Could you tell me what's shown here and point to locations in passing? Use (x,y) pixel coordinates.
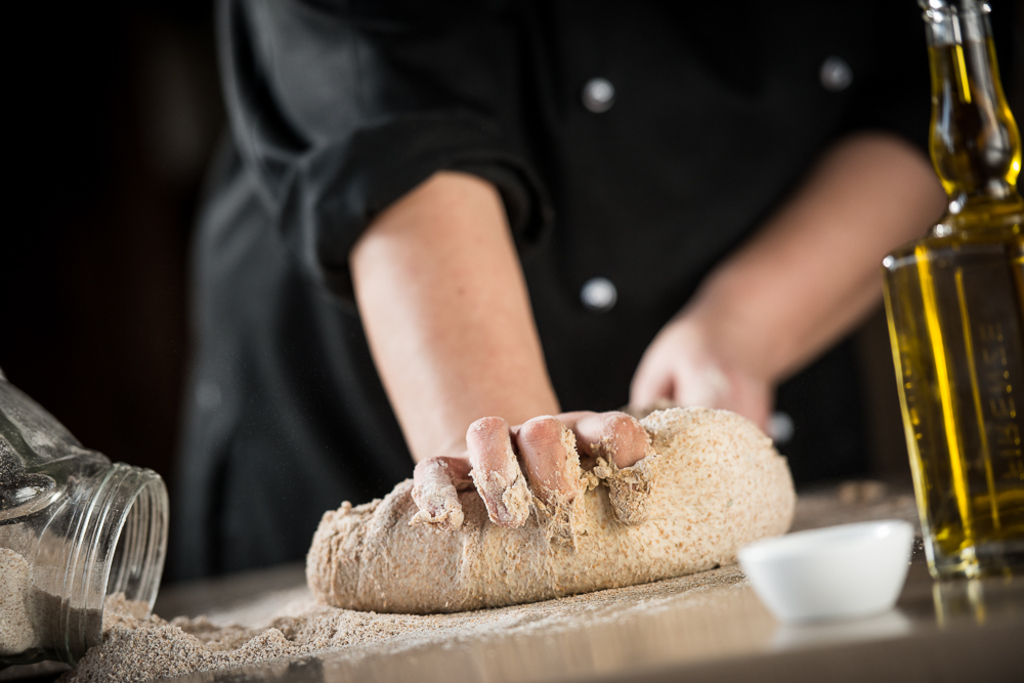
In this image there is a person (518,436) mixing the dough (529,557) on the platform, on the left side of the image (63,530) there is a flour (118,613) in the bottle (65,561) and on the right side of the image (958,459) there is oil (936,250) in the bottle (958,527), beside the bottle (949,532) there is a bowl (829,566).
